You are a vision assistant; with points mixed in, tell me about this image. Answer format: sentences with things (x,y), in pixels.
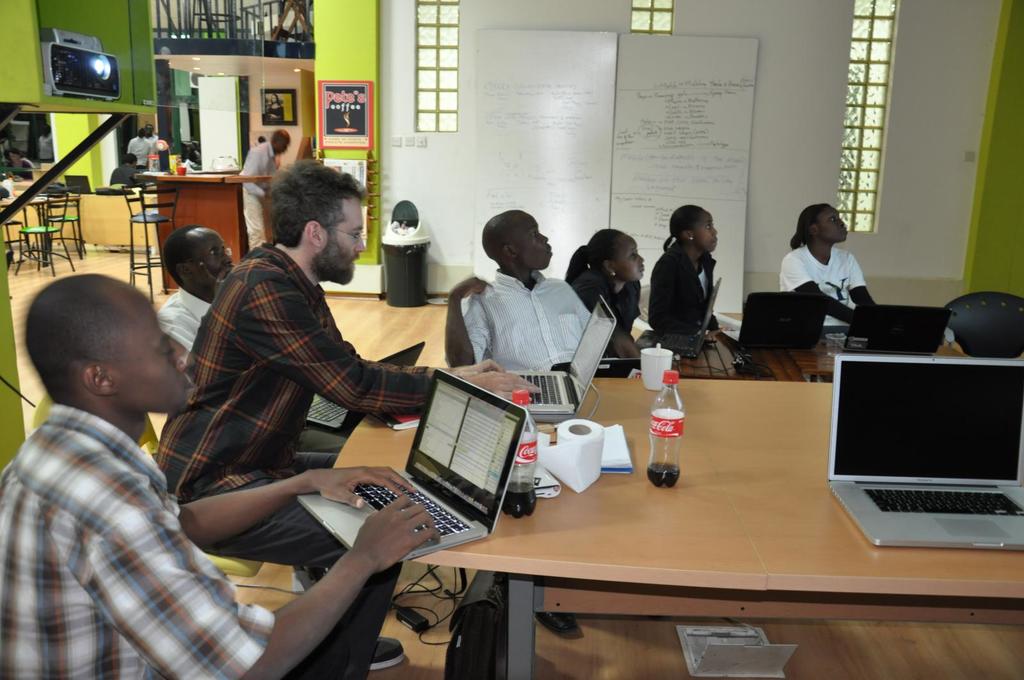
In this image, group of people (161,469) are sat on the chair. Few are standing here on the left side (255,207). We can see wooden tables (750,560), chairs (154,211), laptop (994,478), bottle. Few items (602,442) are placed on the table (758,458). At the back side (575,73), we can see white color boards (566,82). Here some machine (84,79) and frame (278,111).
